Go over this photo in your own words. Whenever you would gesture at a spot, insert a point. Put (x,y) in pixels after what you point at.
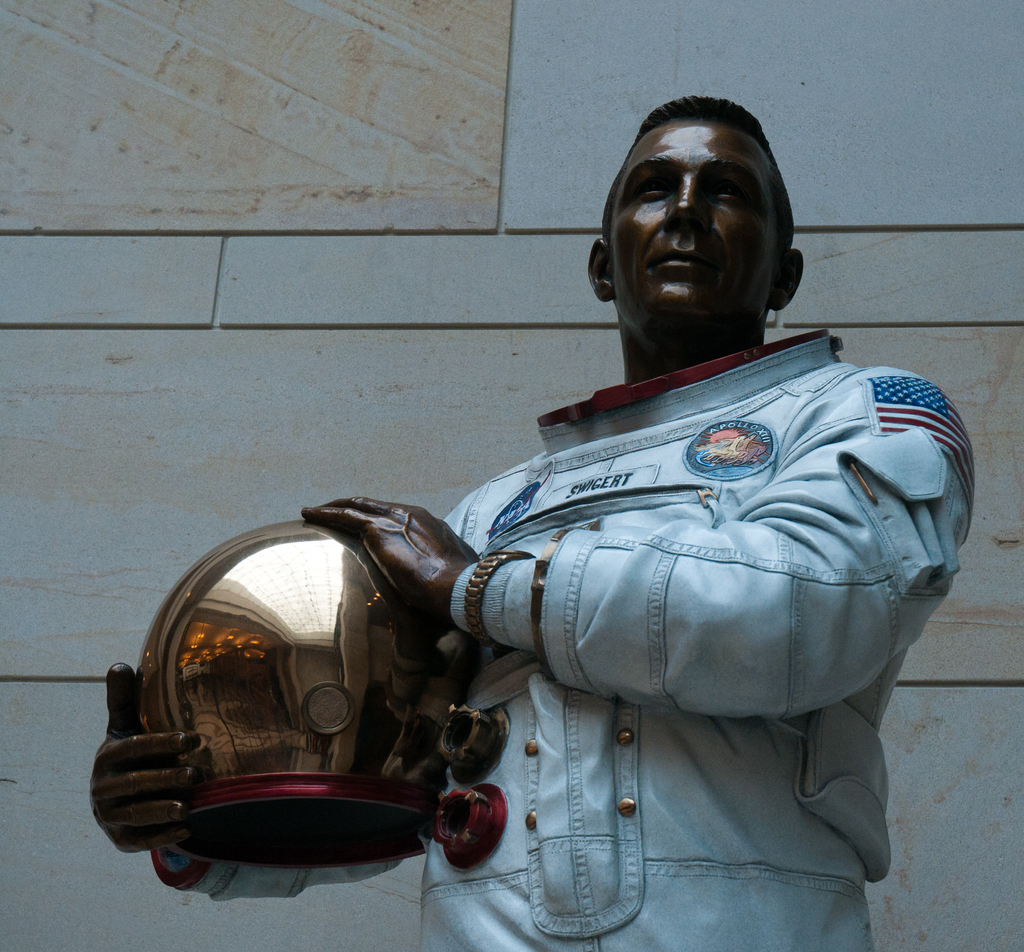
This image consists of a statue (464,759). On the left (293,654), there is a helmet (390,831). And we can see a blue jacket (653,647). In the background (645,24), there is a wall (645,24).
